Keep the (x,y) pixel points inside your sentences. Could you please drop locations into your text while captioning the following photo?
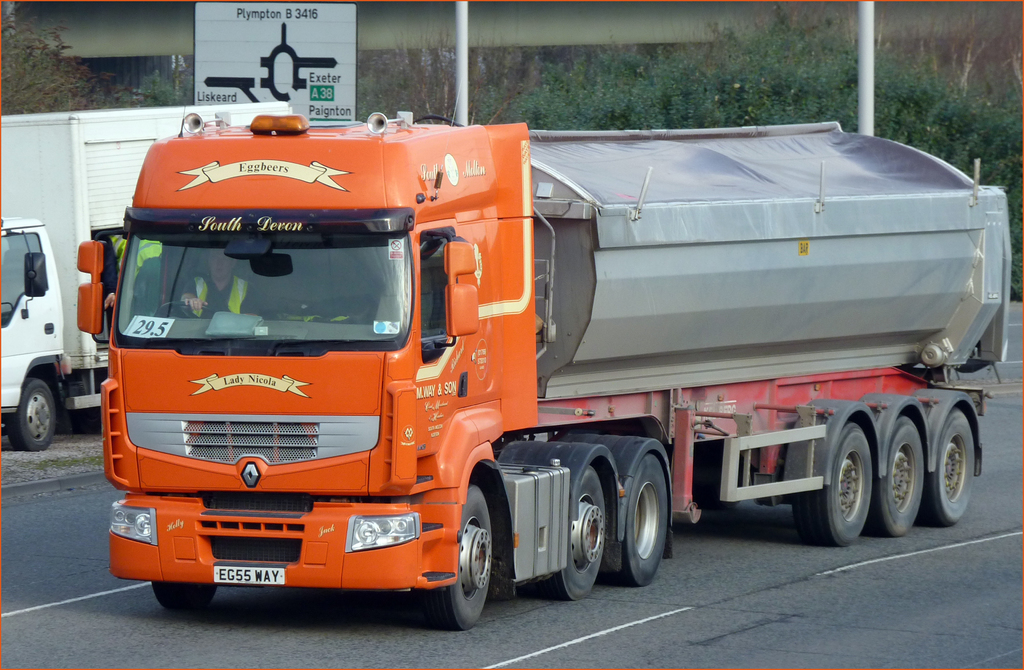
This image is clicked on the road (288,595). There is a truck (492,446) moving on the road (336,628). Inside the truck (311,281) there is a person (209,290). Behind it there is another truck (45,318) parked on the ground (84,440). In the background (689,68) there are plants (67,54) and a sign board (269,50).
